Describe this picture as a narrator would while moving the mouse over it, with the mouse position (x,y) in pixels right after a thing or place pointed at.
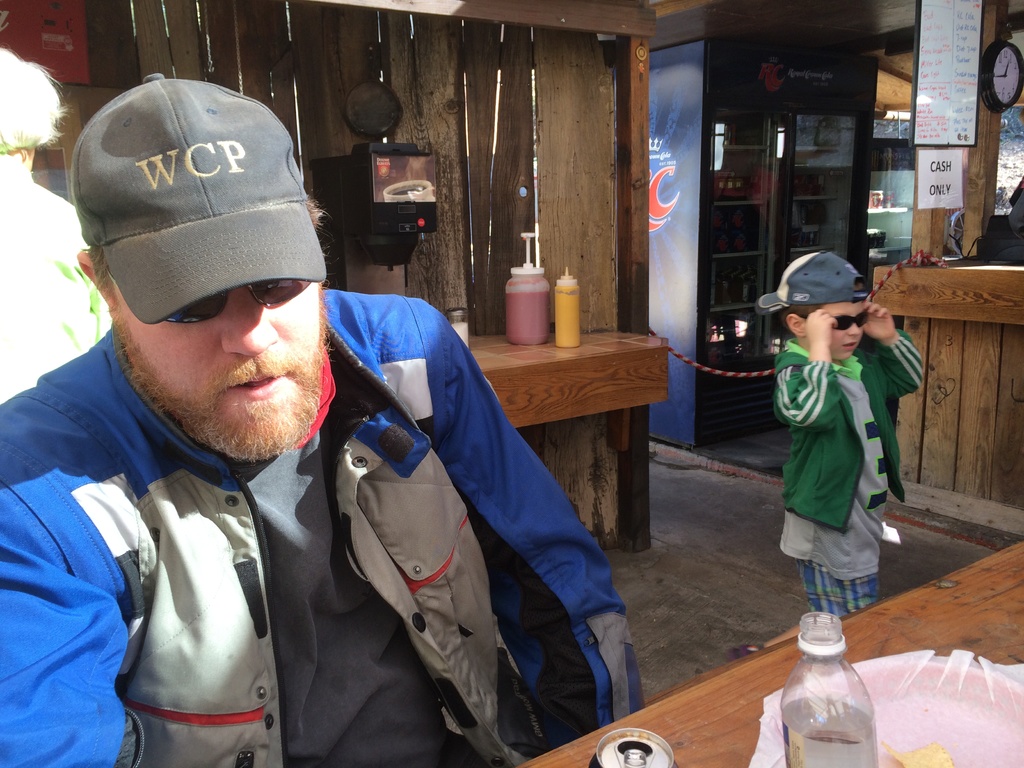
In the picture we can see a man (566,644) near the table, he is in a jacket (587,635) and in the background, we can see a boy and behind them, we can see a table (520,386) with a jar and a bottle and beside we can see some objects (674,283).
